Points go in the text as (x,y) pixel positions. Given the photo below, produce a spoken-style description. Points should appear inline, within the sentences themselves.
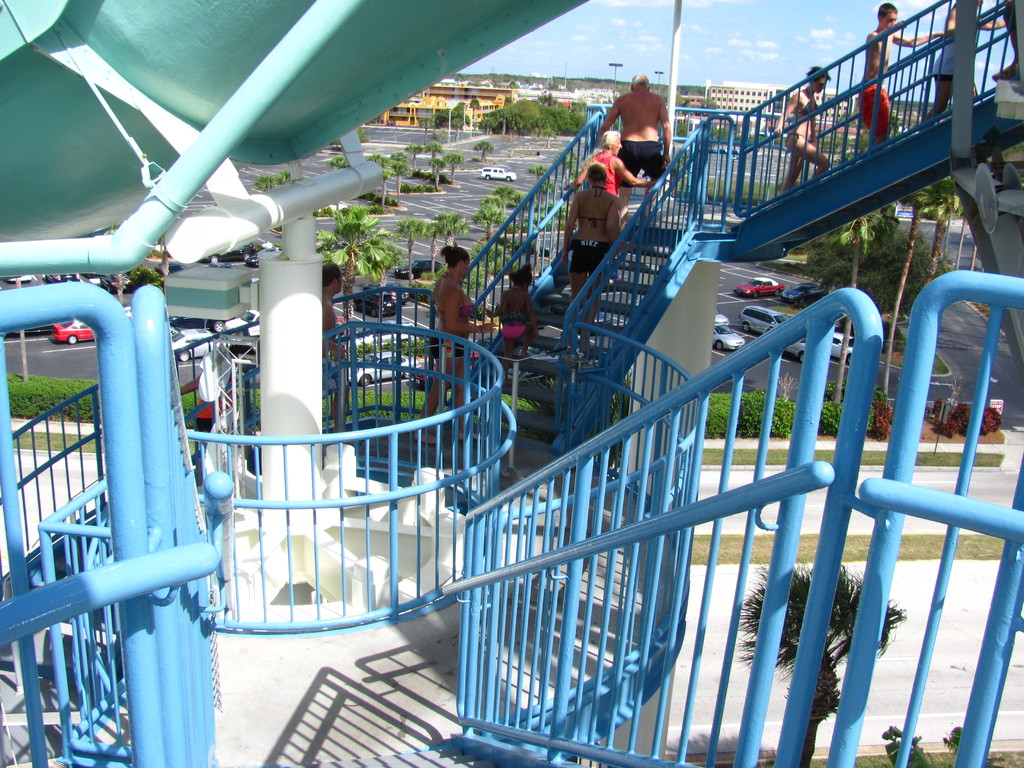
In this picture I can see the blue railings (149,588) and I see few people (941,70) on the steps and I see the blue color thing (60,238) on the left top (144,115). In the middle of this image (399,259) I see the plants (353,231), trees (345,218), cars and number of buildings (497,107). In the background (680,59) I see the sky (680,59).
